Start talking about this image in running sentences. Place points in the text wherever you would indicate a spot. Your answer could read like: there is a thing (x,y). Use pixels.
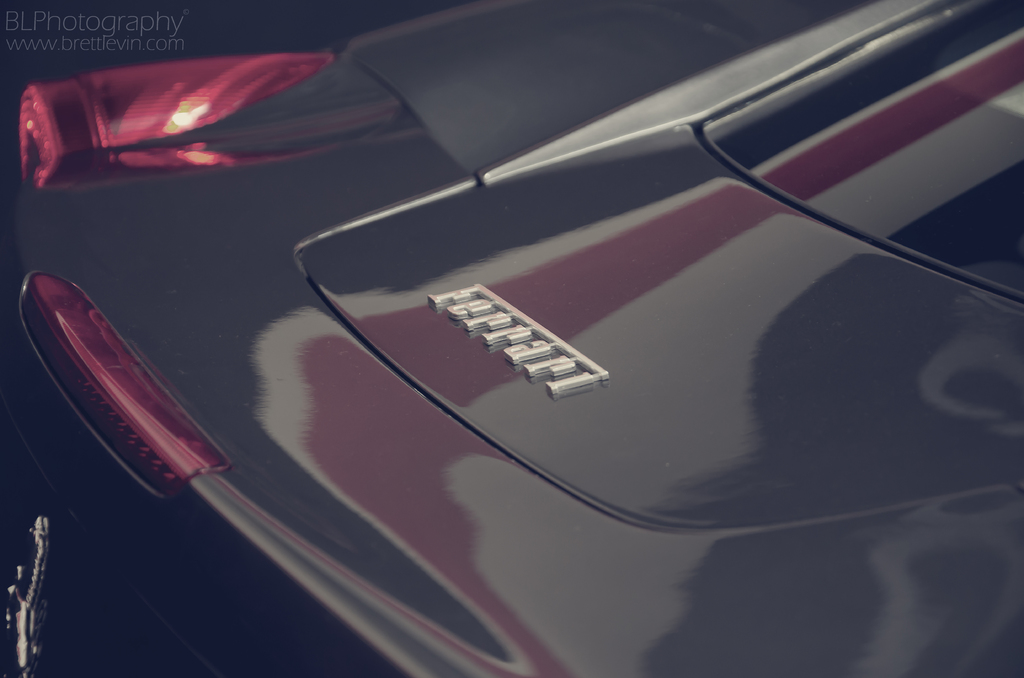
In this image I can see a black colour thing (411,277) and on it I can see something is written. On the top side of this image (117,82) I can see a light (152,97) and above it I can see a watermark (24,29). On the bottom left corner of this image (10,672) I can see a logo (27,677).
